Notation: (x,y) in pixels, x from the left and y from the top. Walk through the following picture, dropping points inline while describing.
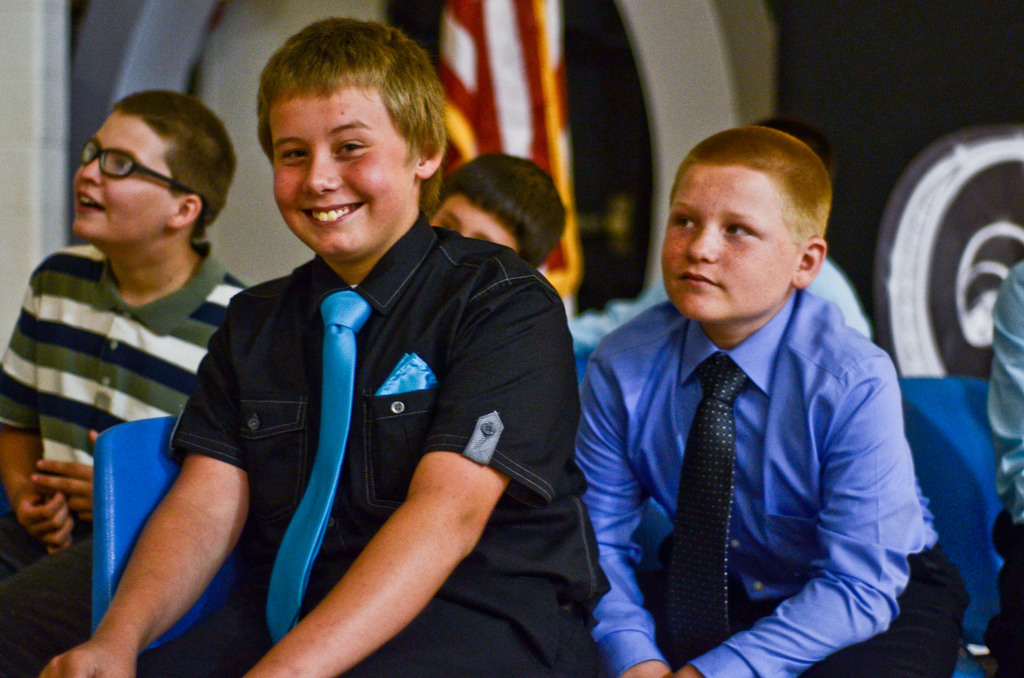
In this picture I can observe boys (581,404) sitting on the chairs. In the middle of the picture (430,236) I can observe a boy (304,339) smiling. The background (509,49) is blurred.
